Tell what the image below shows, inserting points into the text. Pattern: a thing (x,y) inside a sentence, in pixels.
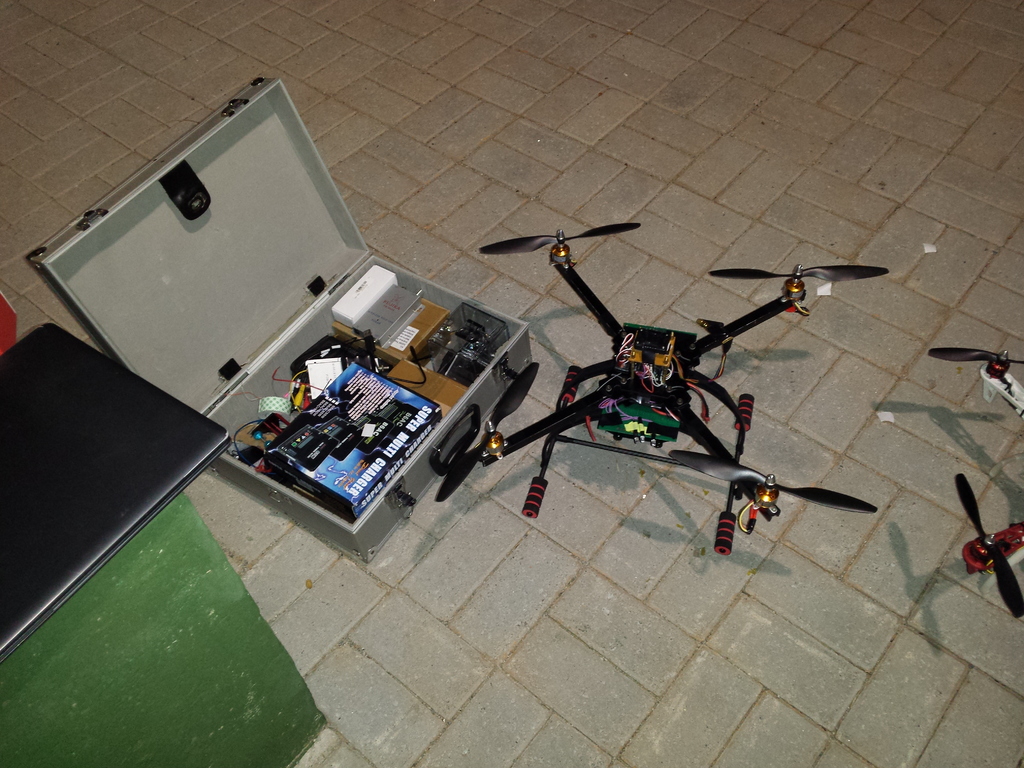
There is a briefcase (373,521) in which there are few items (404,411). There is a drone (637,398) on the floor (578,708).
